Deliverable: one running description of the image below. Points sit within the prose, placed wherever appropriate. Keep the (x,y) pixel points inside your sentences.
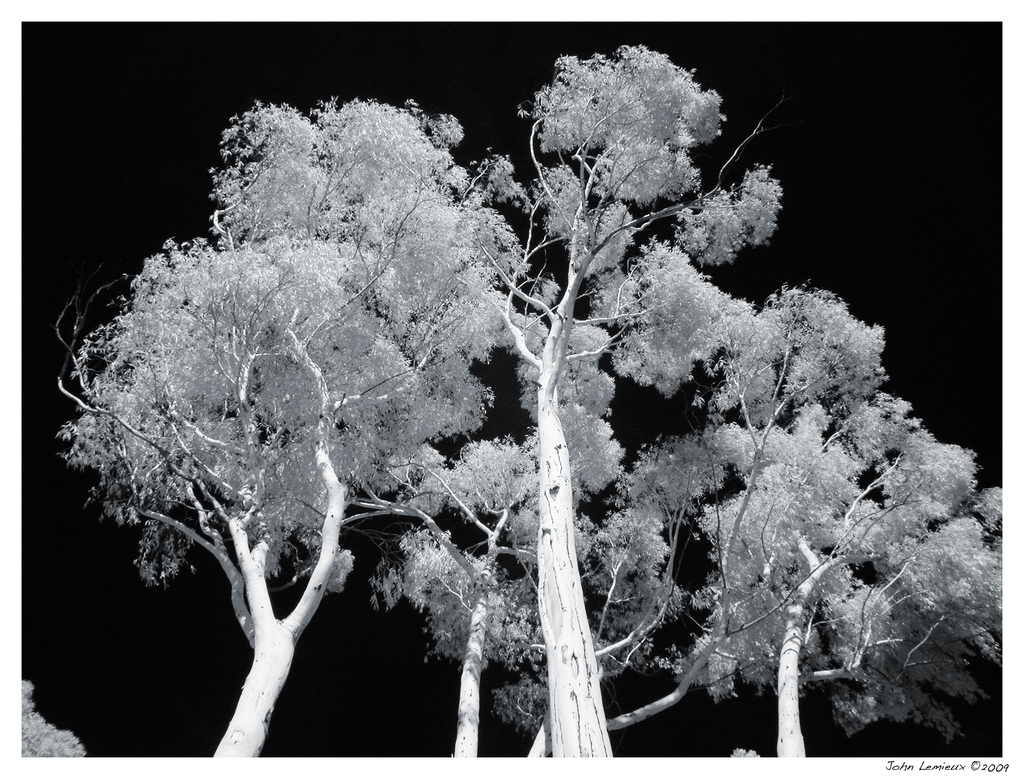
It is a black and white image, there are trees (656,361).
